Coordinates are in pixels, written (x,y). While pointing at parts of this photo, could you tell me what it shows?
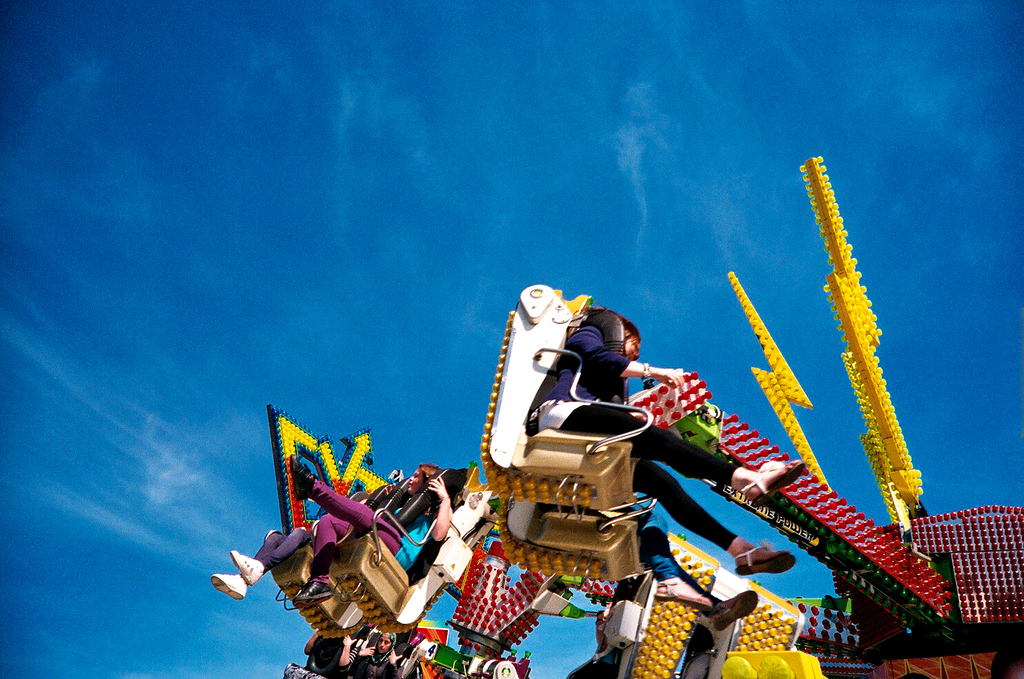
This is an outside view. Here I can see a few people (316,539) are sitting in a vehicle (588,582). It seems to be an amusement ride (875,543). At the top (362,96), I can see the sky (450,204).
